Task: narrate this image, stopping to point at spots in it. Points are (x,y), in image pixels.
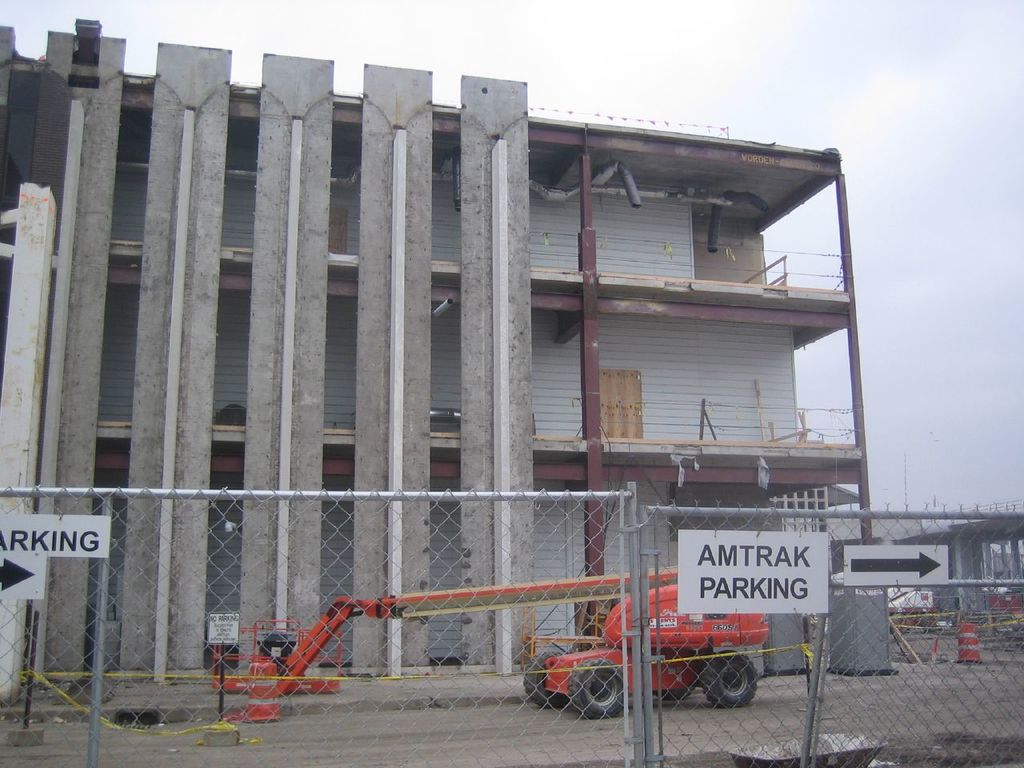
In this image we can see there is a building (420,402), in front of the building (464,639) there is a JCB (689,652). In the foreground of the image (872,628) there is a net fencing (658,649) and some boards (3,541) attached to it. In the background (953,272) there is a sky (982,302).
